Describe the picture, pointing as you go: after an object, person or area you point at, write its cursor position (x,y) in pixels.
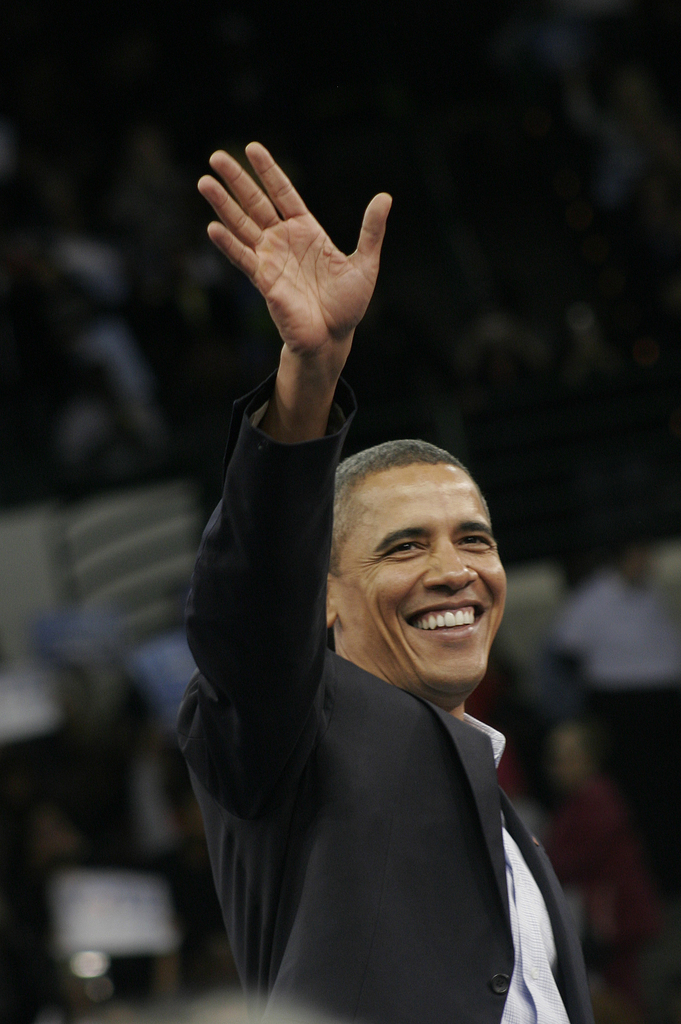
In the center of the image (339,429) we can see one person (416,989) standing and he is smiling, which we can see on his face (456,685). In the background (97,808) it is blurred.
